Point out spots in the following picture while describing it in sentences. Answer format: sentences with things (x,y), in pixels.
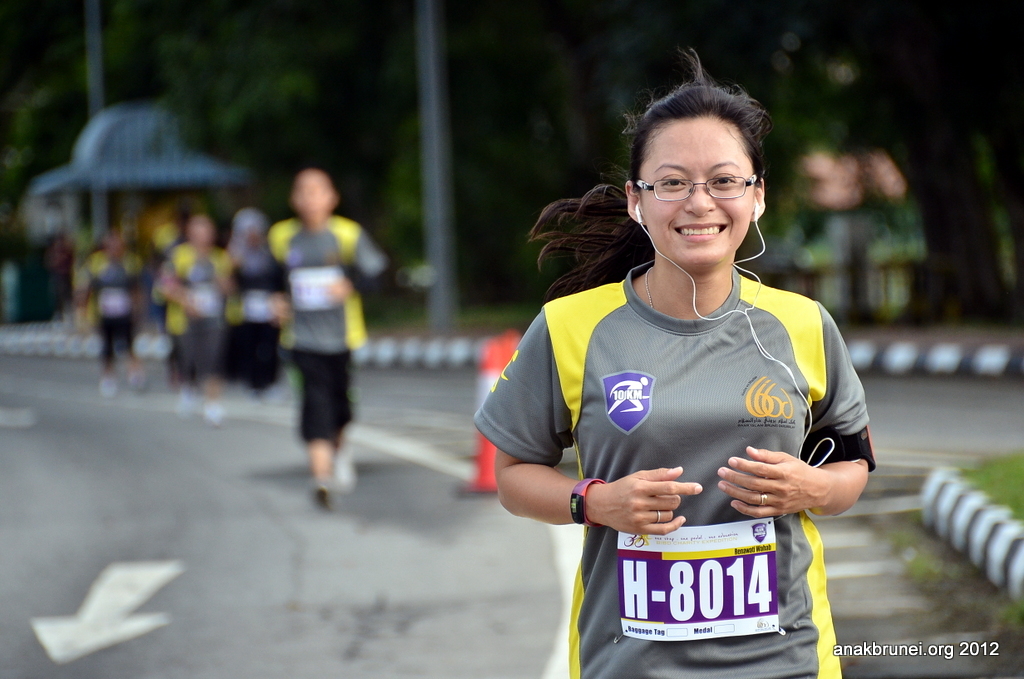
In this image we can see one woman (609,564) with spectacles (674,196) wearing earphones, some people (327,322) running on the road (527,568), some safety poles (495,360) on the road (442,514), one shed (70,224), one green object (21,296) on the ground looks like a dustbin (33,299), two poles (420,102), some trees (572,73), some grass (1002,479) on the ground (961,575) and the background (1017,118) is blurred.
